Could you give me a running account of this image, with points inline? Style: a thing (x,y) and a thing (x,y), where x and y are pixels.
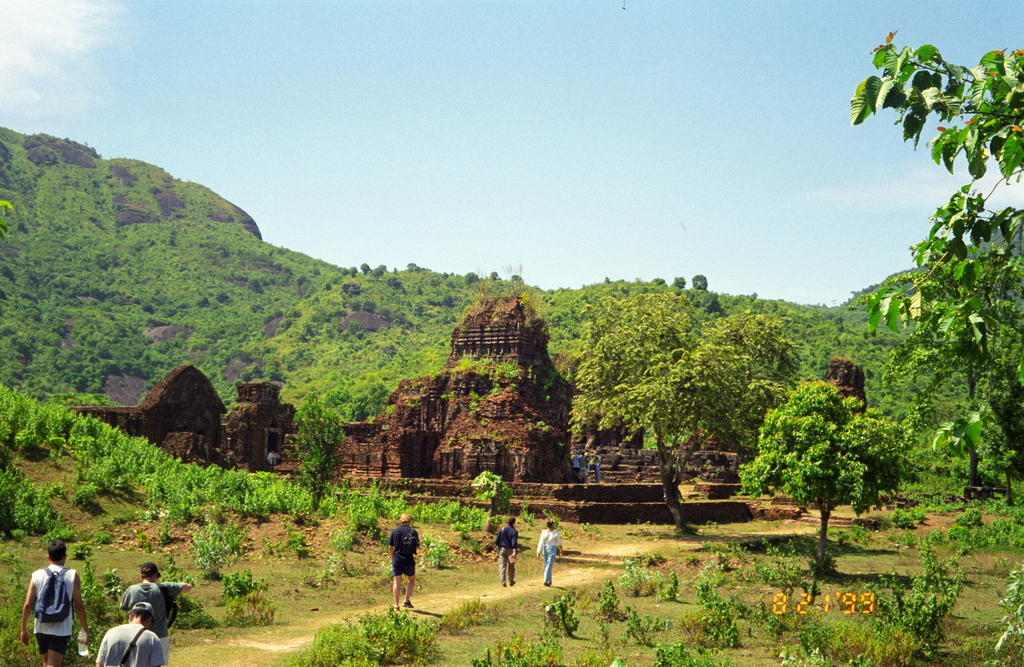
In this picture we can see some people (577,454) walking on the ground (323,608), trees (820,338), fort (356,429), mountains (86,197) and in the background (17,55) we can see the sky (486,172).
